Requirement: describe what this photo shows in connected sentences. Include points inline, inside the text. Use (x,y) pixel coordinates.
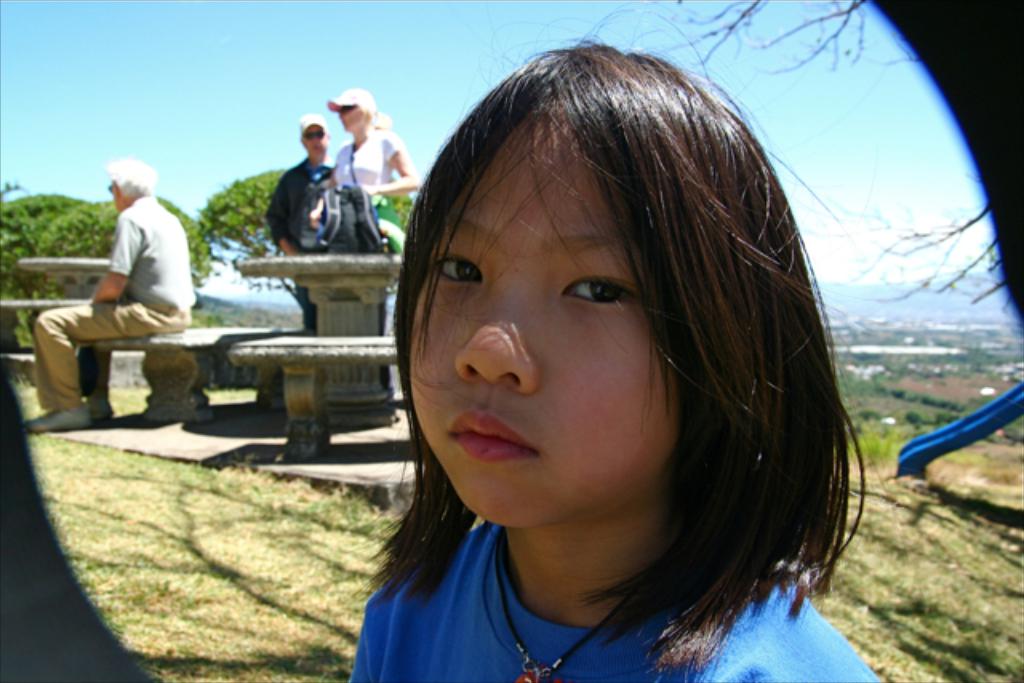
In this picture there is a girl (554,93) who has short hair (458,527) and in blue tee shirt (437,609) and behind her there are three people (289,212) who are blurred and we can see some plants (59,231) and grass (245,517) on the floor (244,497).
